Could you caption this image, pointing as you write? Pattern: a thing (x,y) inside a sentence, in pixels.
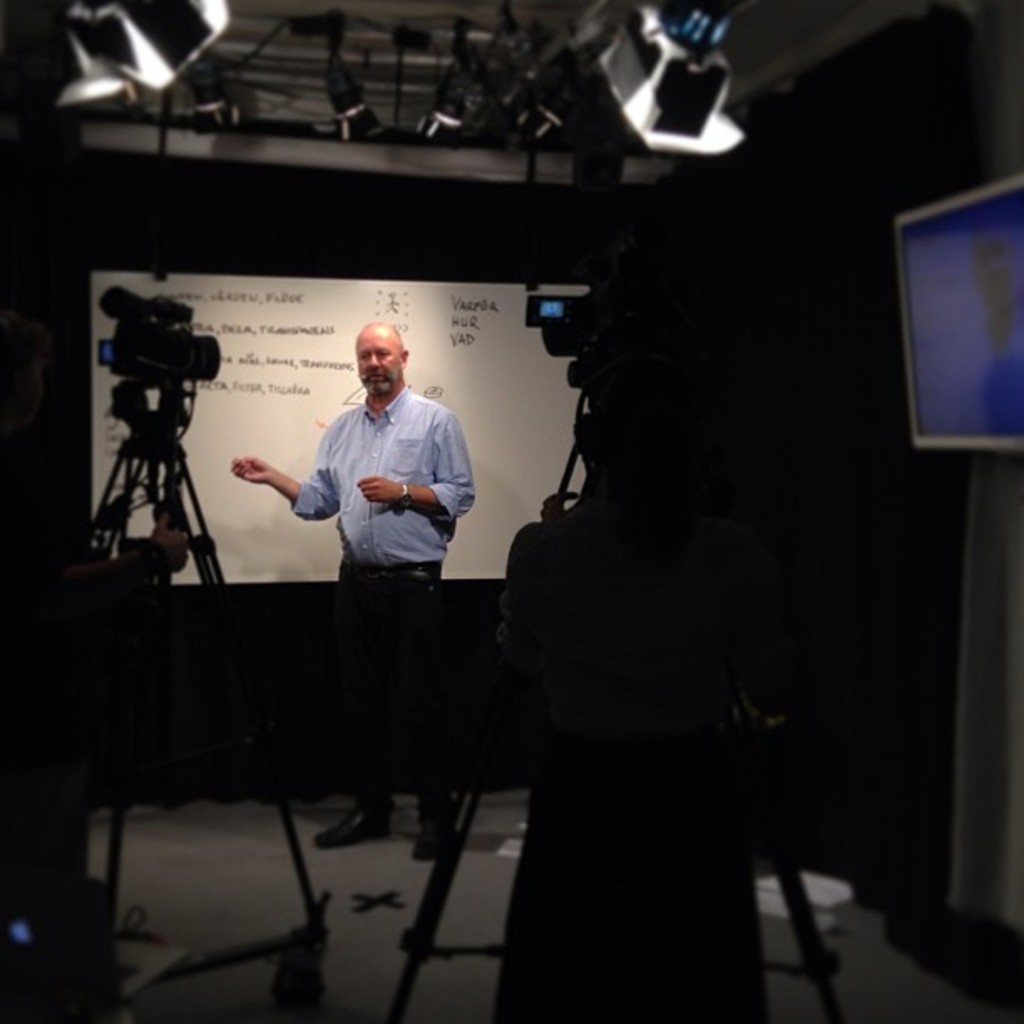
In this picture we can see one person (376,340) is standing, behind we can see white board (269,372) which is written on it, around some cameras (175,433) are placed.
